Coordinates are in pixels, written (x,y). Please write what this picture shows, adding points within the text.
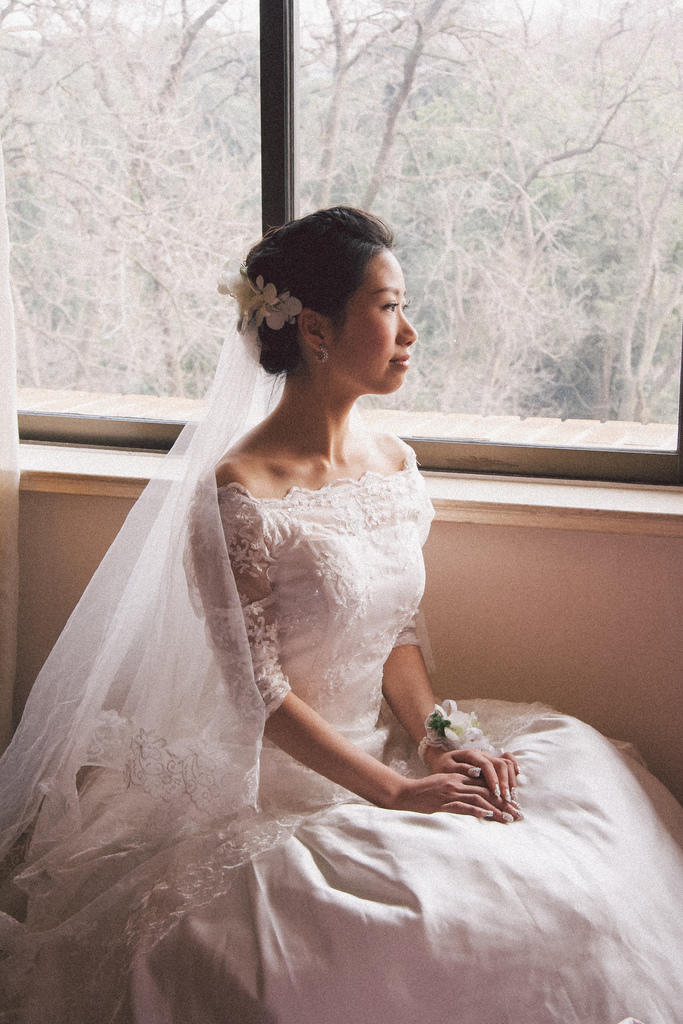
In this picture I can observe a woman (353,565) wearing white color dress (240,598). Behind her there is a window (147,267). In the background (238,200) I can observe some trees (514,168).
